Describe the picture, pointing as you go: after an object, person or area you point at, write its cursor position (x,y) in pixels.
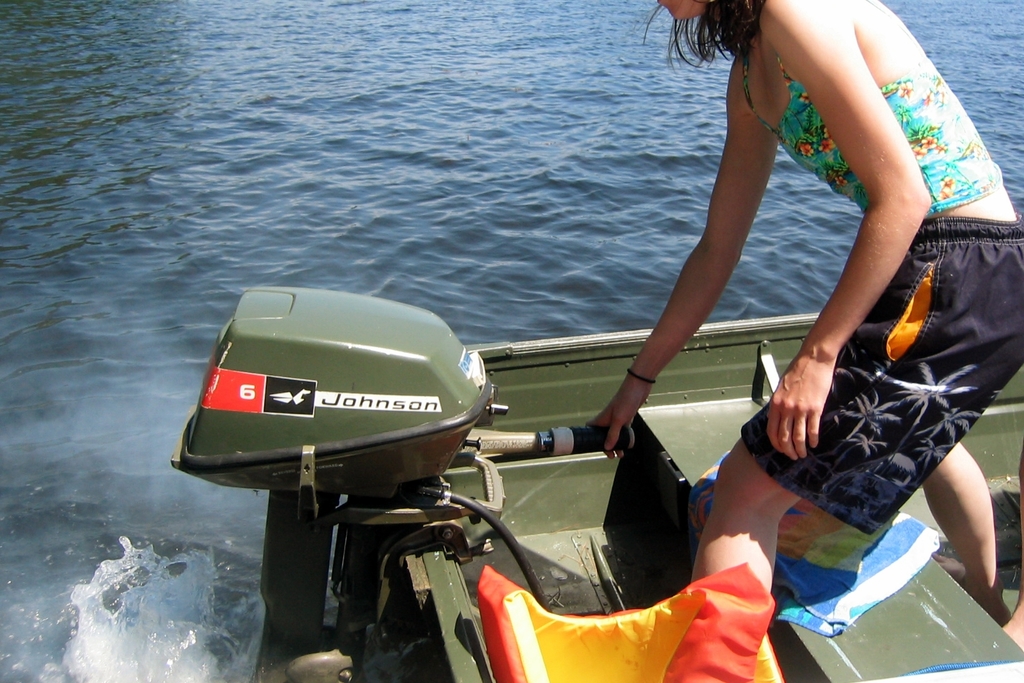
On the right side (986,349), there is a woman (953,228). This woman (919,473) is on a green color boat (618,361). This green color boat (608,371) is on the water (195,503).
